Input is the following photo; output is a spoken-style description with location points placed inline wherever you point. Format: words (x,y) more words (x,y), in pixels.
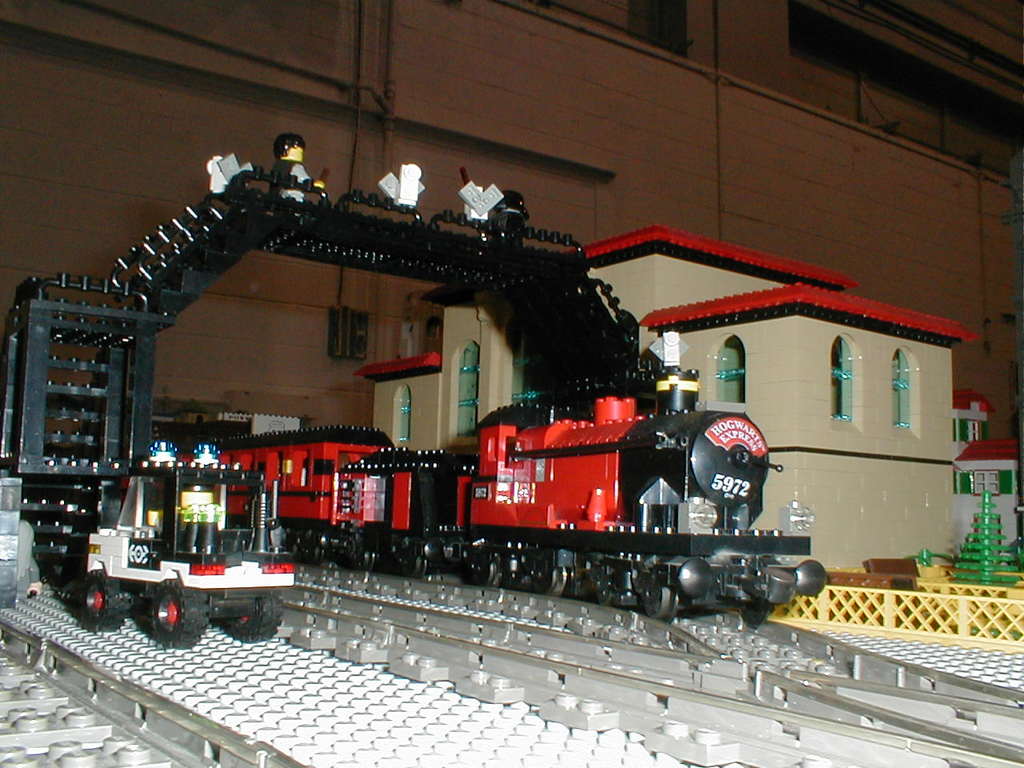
In the foreground of this image (404,647), there are depiction of vehicle (212,561), a train (681,571) on the track (773,650), a house (790,399) and stairs (178,283) on the top of the train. In the background (715,175), there is a wall (715,154).
